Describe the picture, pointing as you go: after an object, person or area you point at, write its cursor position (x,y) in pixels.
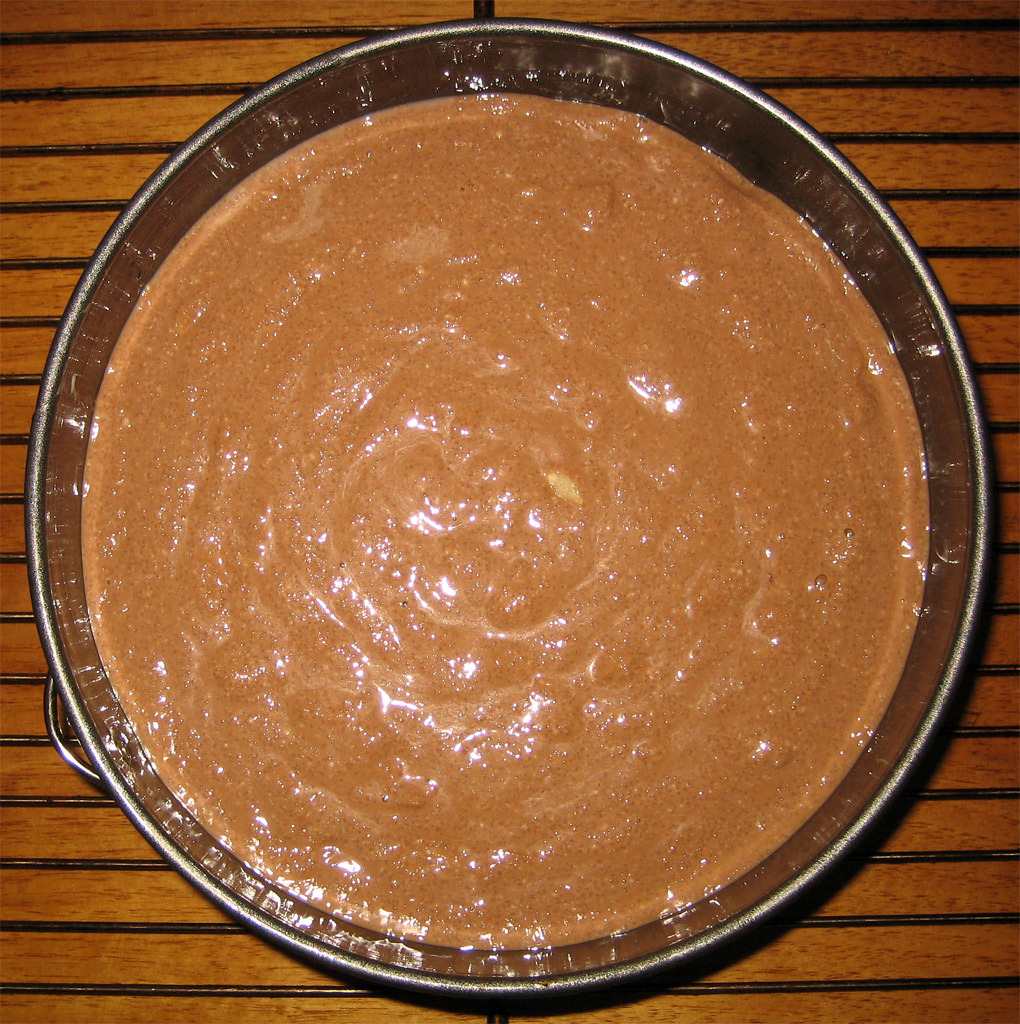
In this picture we can see a bowl (160,836) here, we can see something (548,749) present in the bowl (222,865), at the bottom (146,933) there is a wooden surface (136,951).
